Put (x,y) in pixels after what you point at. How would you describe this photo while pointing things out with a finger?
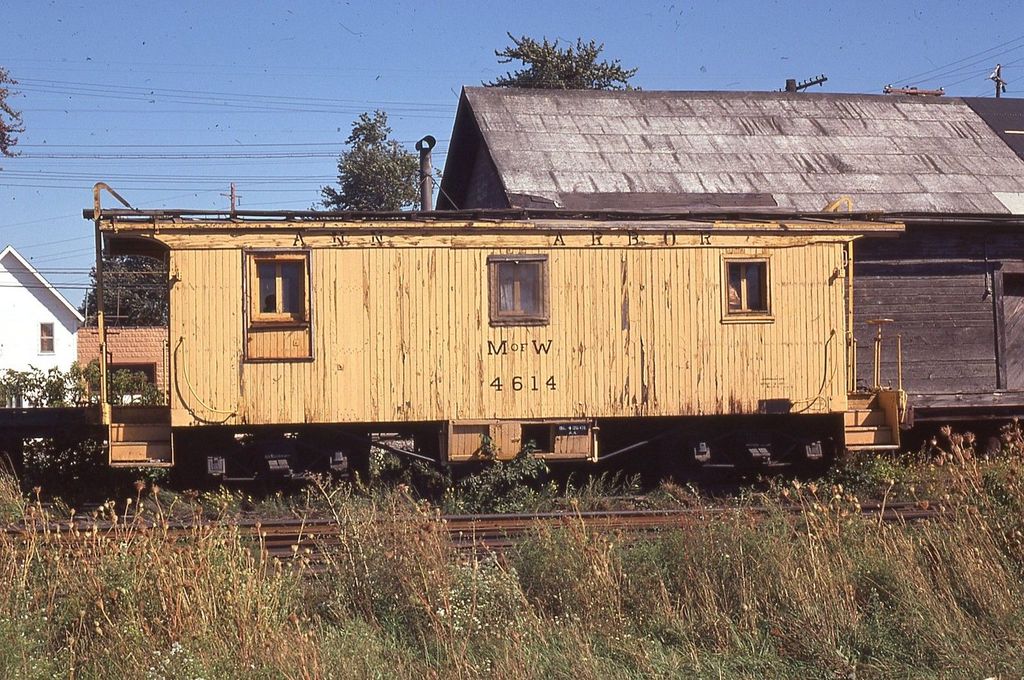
In this picture we can see plants (262,538), railway track (715,508), windows (764,282), train (663,417), house (24,348), trees (144,314), poles (994,73), wires (313,97) and in the background (260,69) we can see the sky (771,37).
